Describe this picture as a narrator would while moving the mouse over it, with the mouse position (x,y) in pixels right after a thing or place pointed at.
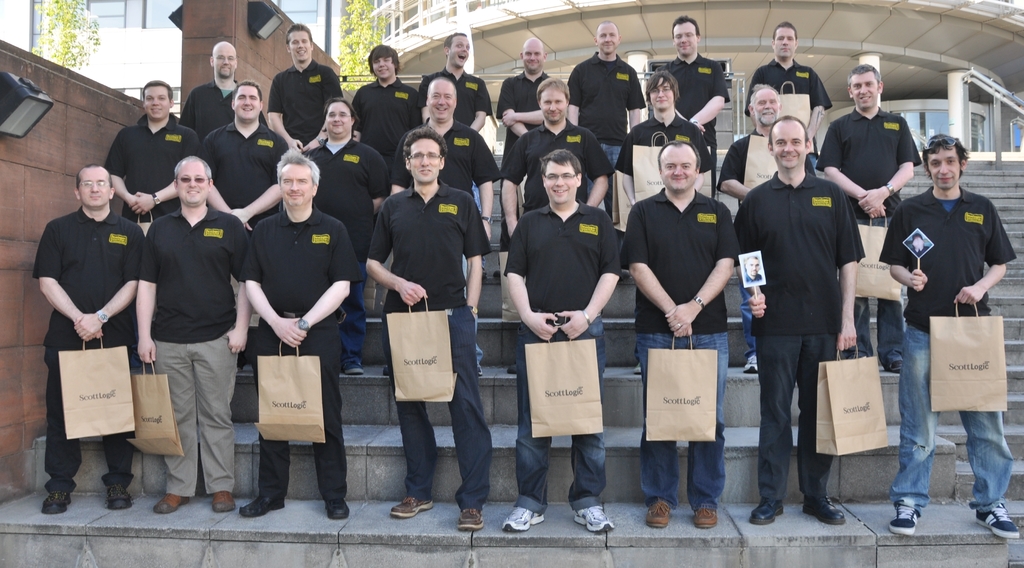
In this picture I can observe men (837,263) standing on the steps (451,468). Some of them are holding brown color covers (415,382) in their hands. They are wearing black color T shirts (450,221). In the background (80,54) I can observe some trees (63,58).
